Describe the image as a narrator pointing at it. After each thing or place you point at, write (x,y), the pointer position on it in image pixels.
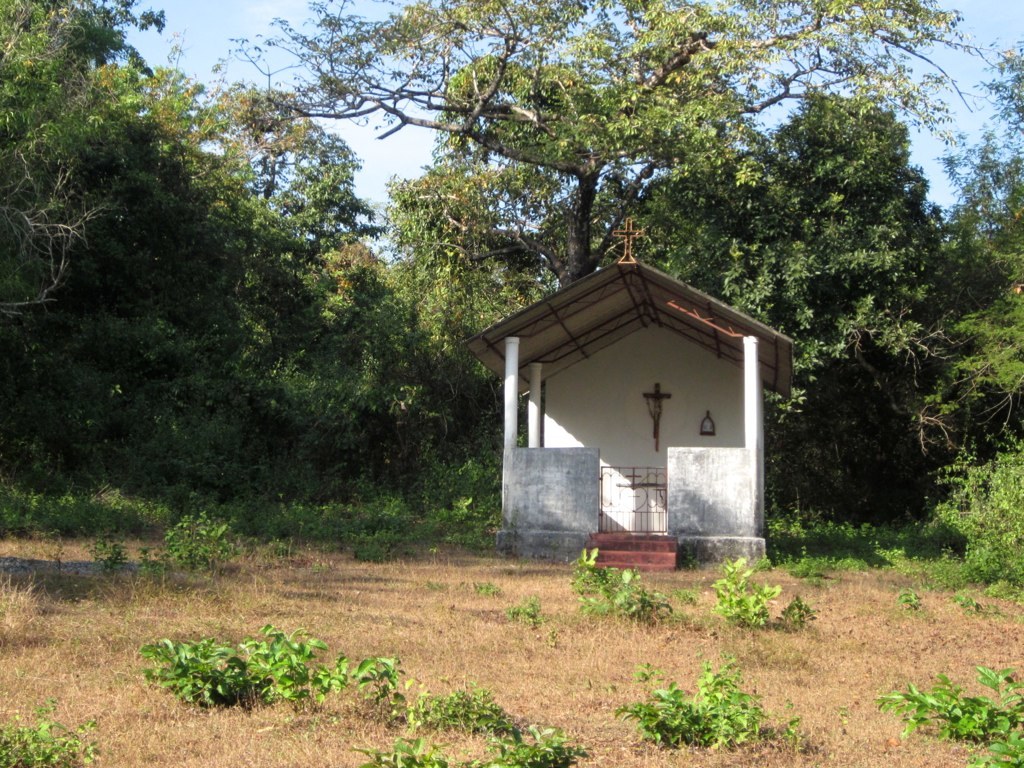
There are small plants (521,607) at the bottom side of the image (1011,716), it seems like a shed (636,339) of the church (666,326), trees (702,156) and the sky (279,157) in the background (288,149).
